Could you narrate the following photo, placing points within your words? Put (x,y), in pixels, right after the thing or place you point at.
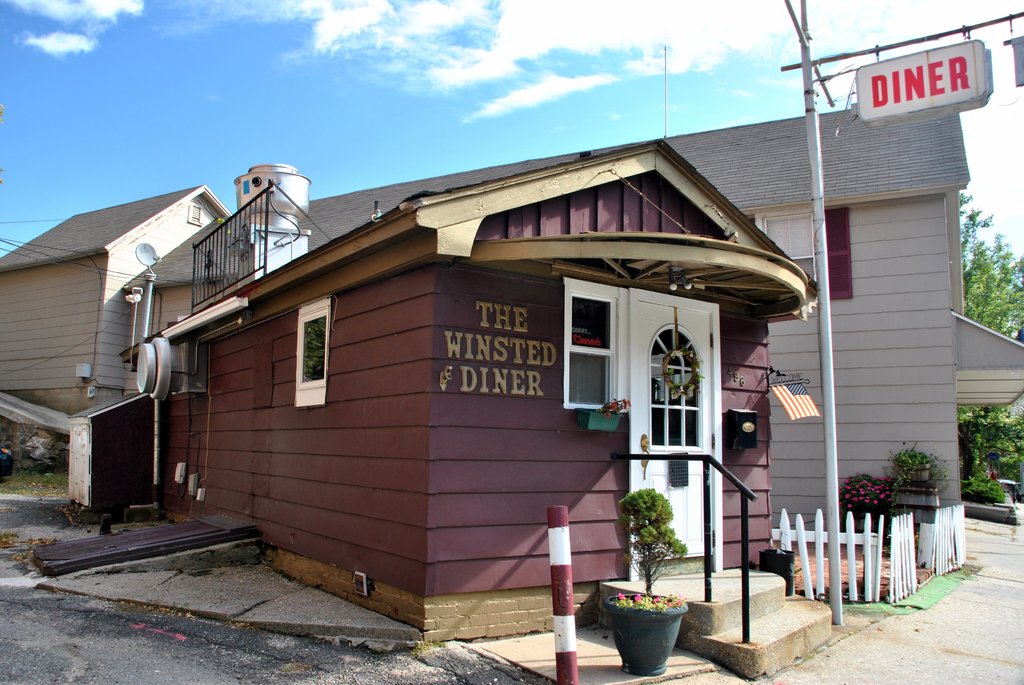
In this image I can see a house (425,323), and I can see a flower pot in front of the house (344,298) and fence (853,536), pole (814,71), at the top (501,61) I can see the sky (723,61) and on right side (1010,436) I can see trees (1006,312).
